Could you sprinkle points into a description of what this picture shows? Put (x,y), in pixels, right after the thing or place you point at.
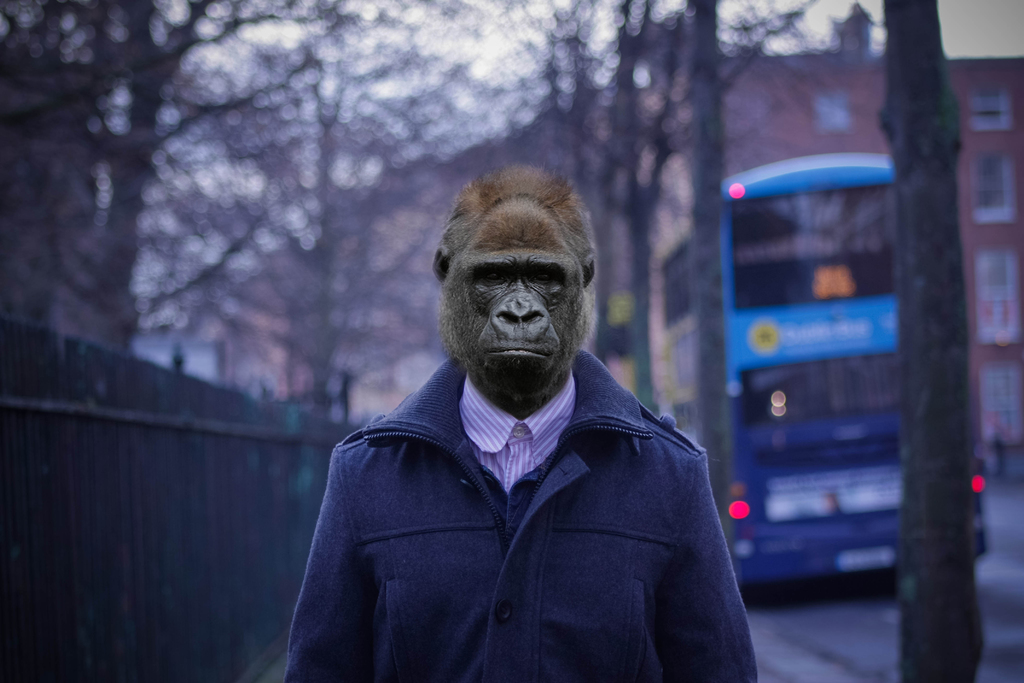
In the center of the image (522,260) we can see person (576,456) with gorilla head (527,244). In the background (36,80) we can see trees (886,97), bus (796,478), buildings (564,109) and sky (953,27).
